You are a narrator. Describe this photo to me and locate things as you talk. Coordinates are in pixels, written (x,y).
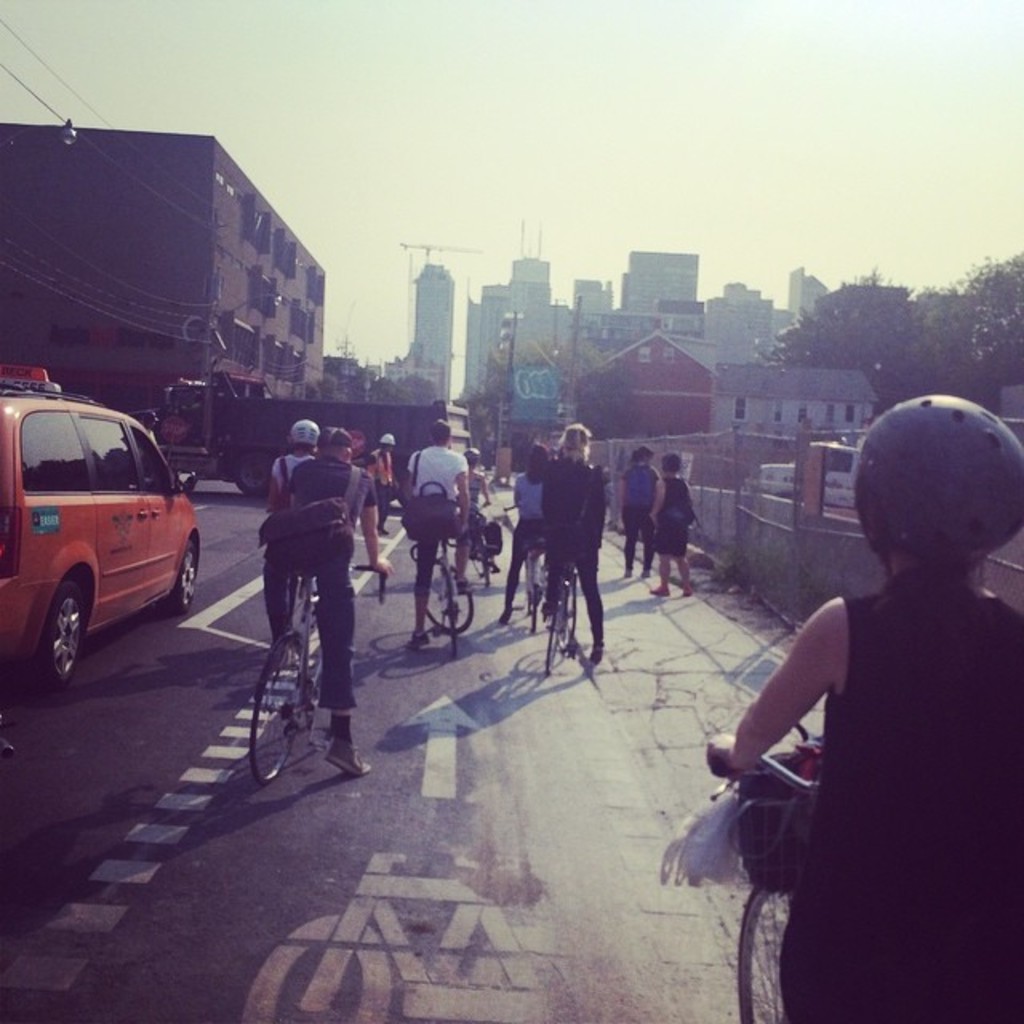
There are so many people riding bicycles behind them there is a car (181,509) and building (469,366).
